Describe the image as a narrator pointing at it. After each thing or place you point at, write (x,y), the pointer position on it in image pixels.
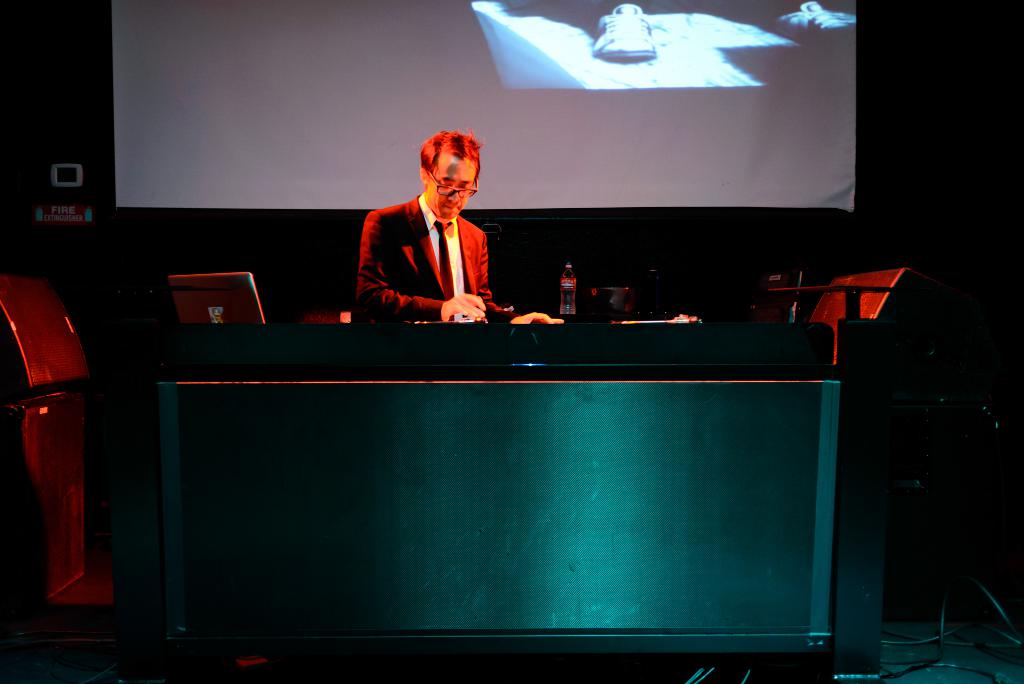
In the foreground (447,302) I can see a person (490,308) in front of the table (501,412) on which bottles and other items (658,322) are there. In the background (779,156) I can see a screen (790,170). This image is taken may be in a hall (35,163) during night.
